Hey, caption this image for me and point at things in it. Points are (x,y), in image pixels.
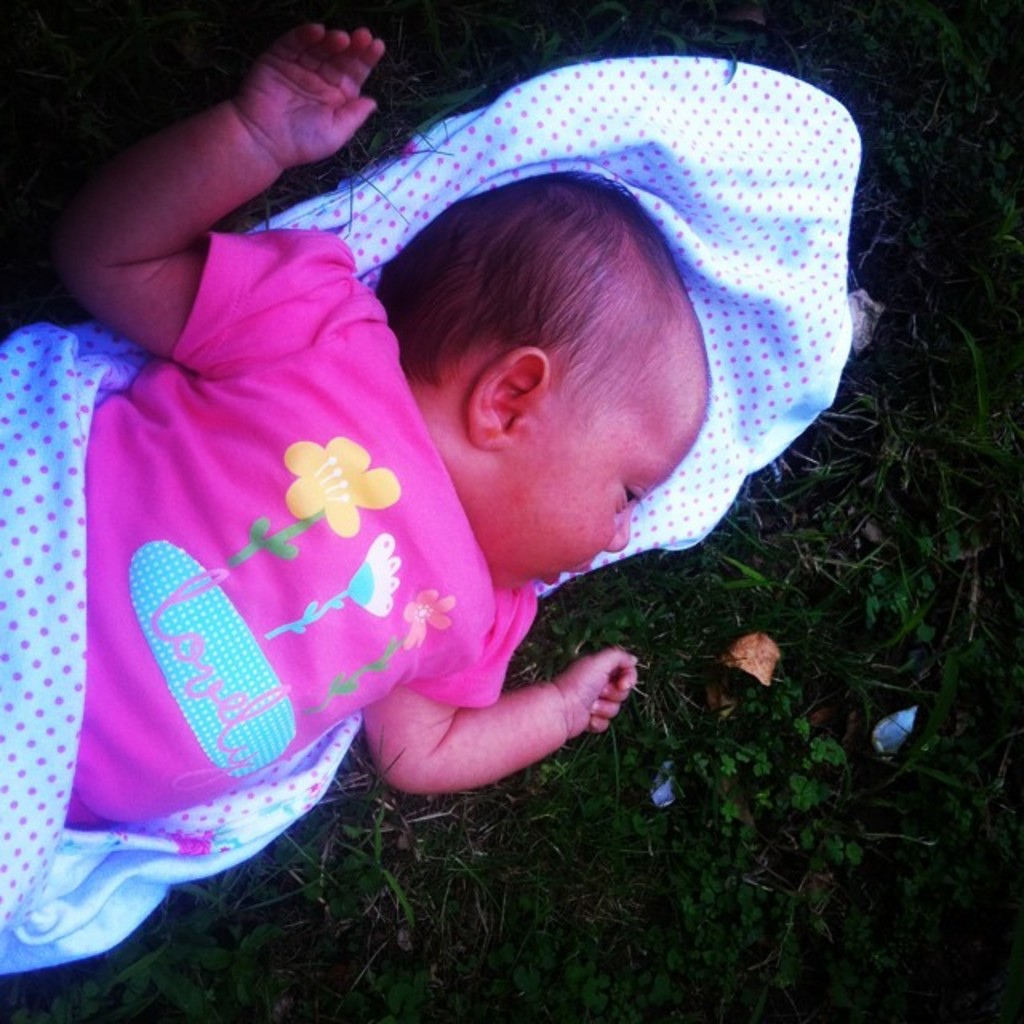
In this image we can see a baby (408,639) wearing the pink color t shirt (301,485) and we can also see the cloth (162,867). In the background (650,8) we can see the grass (831,671) and also a dried leaf (740,656).
